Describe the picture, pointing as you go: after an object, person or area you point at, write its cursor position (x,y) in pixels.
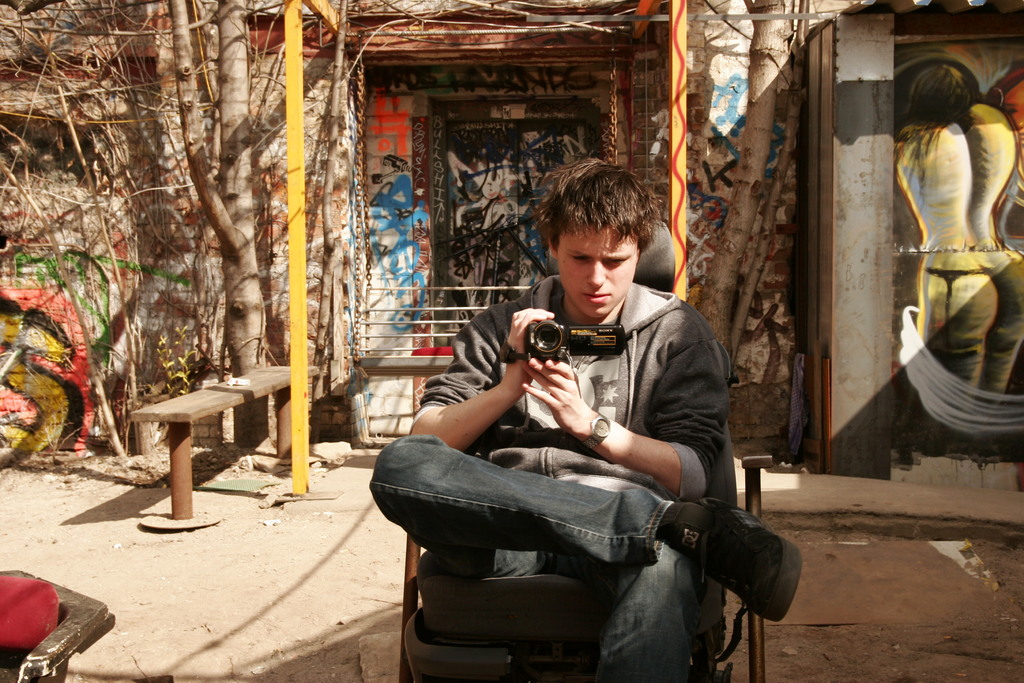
As we can see in the image there is a wall (418,318), bench (176,474), tree (227,211) and a person (543,505) sitting on chair (552,655) and holding camera (577,342) in his hand (549,388).
